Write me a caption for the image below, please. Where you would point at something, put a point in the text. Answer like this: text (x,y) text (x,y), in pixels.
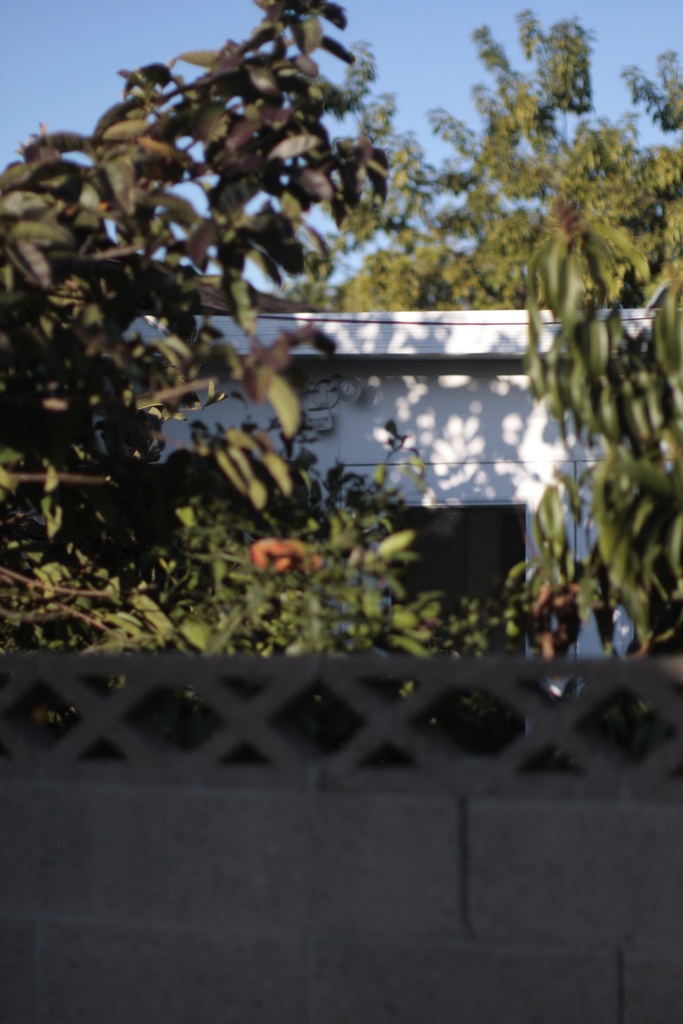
In this image I can see few trees (662,358) and I can see the white and ash color walls (476,424).
